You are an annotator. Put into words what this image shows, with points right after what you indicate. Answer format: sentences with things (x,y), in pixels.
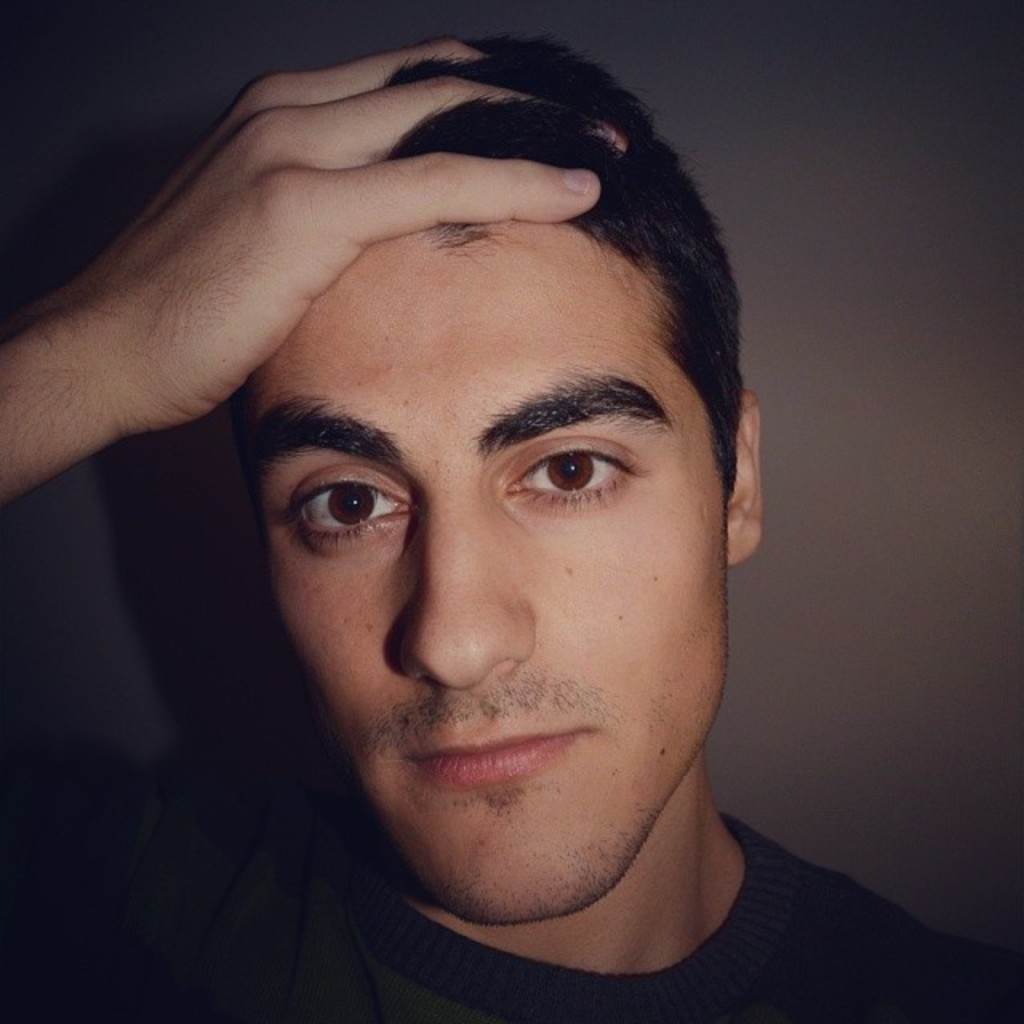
This is a close up image of a man (679,583), wearing clothes (787,906) and the corners of the image are dark.
